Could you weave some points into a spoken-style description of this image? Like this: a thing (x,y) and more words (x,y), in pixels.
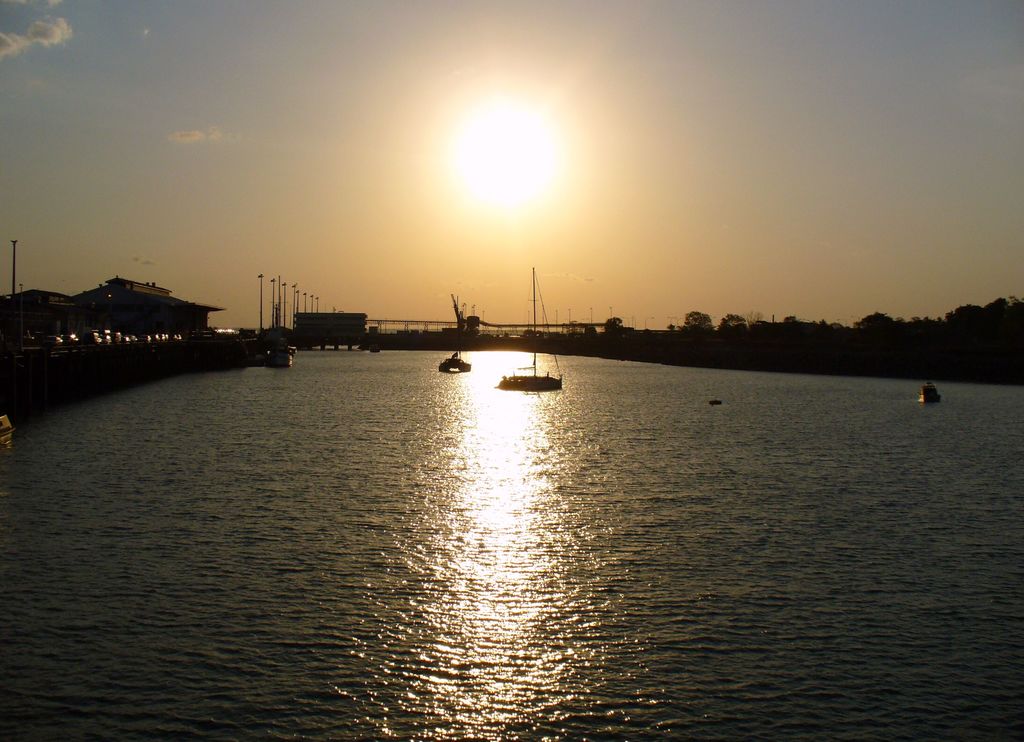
In the image I can see boats (534,372) on the water (551,420). In the background (778,309) I can see buildings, trees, the sky (284,166) and the sun (474,156).
